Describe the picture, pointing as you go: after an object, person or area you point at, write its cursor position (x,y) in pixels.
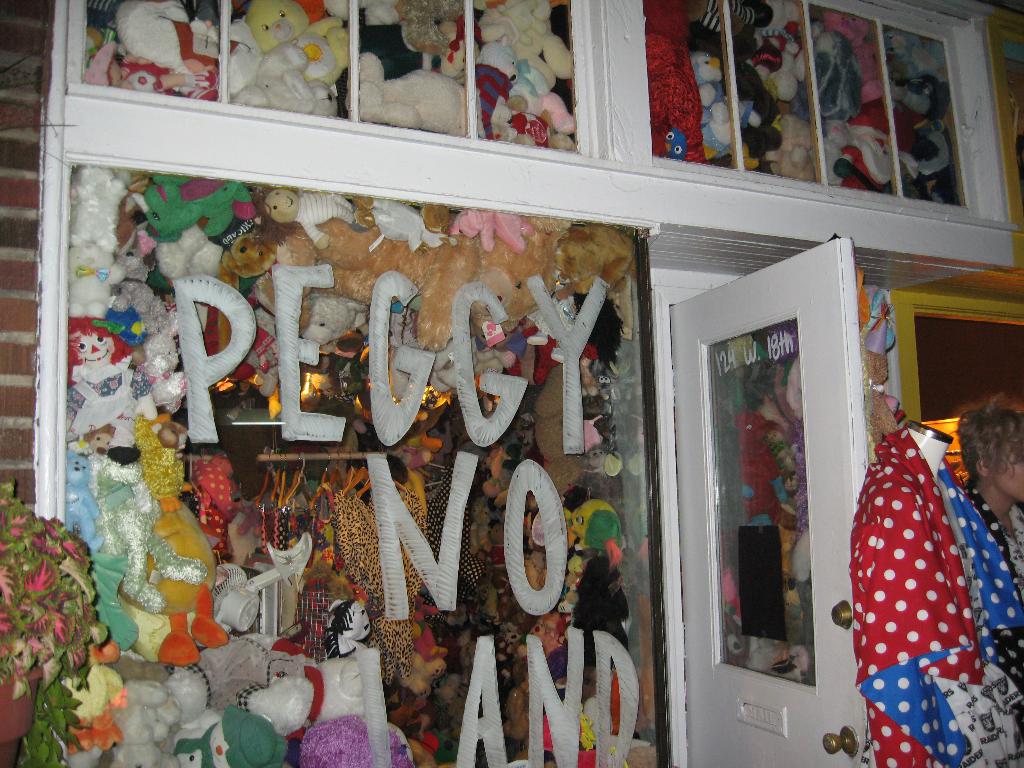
In this image we can see a store (436,329). There are groups of toys (276,233) inside the store (536,473). We can see the text (482,726) on the glass (342,351). Beside the glass (337,438) we can see a door (816,476). On the right side (894,685), we can see a person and clothes (935,650). On the left side (76,516), we can see a houseplant (87,615) and toys (70,378).
